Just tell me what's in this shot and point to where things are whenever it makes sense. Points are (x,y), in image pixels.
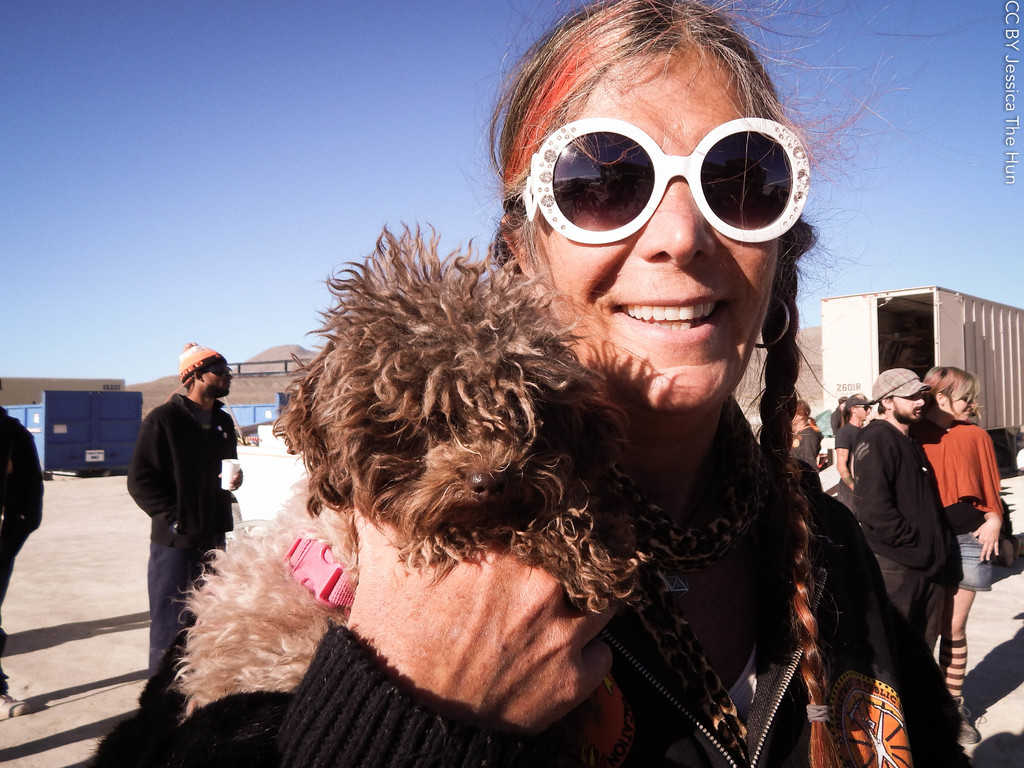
In this picture a woman (384,533) is highlighted. She wore white colour goggles (716,194) and her hair (648,36) is light brown in colour and on the background (297,130) we can see blue colour sky (195,166) and vehicles (887,343). Behind to this woman (534,571) there are few persons (972,456) standing.
